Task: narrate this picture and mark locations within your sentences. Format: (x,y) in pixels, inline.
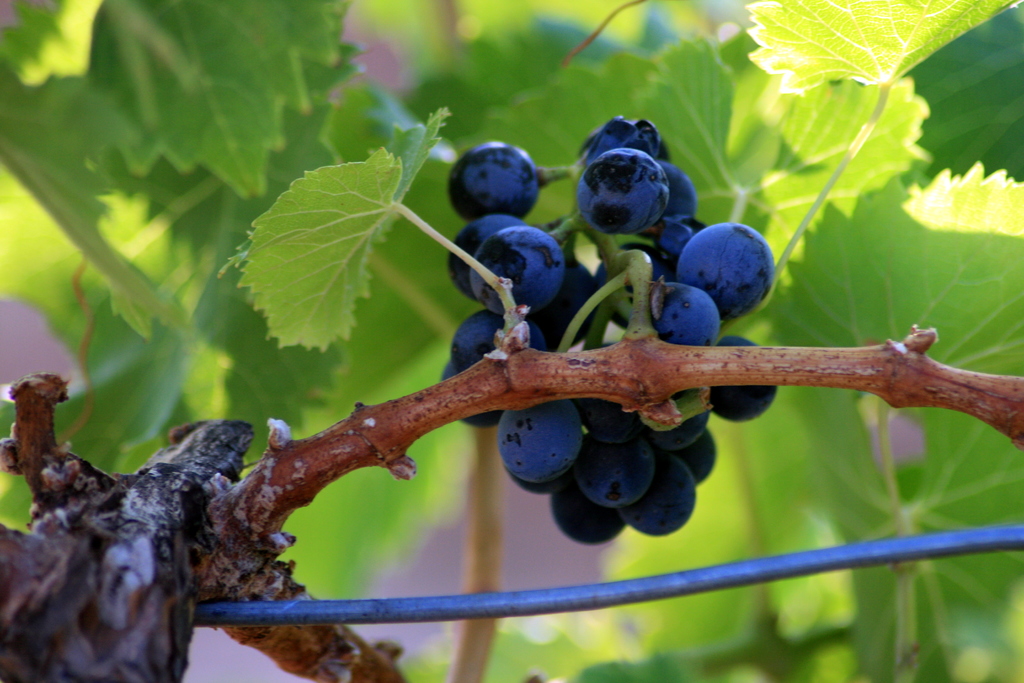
In this image, we can see a tree (293,324) with some fruits (551,424). On the left side (135,533), we can also see a wooden rod (187,508). At the bottom (536,598), we can see a wire (1005,549).
